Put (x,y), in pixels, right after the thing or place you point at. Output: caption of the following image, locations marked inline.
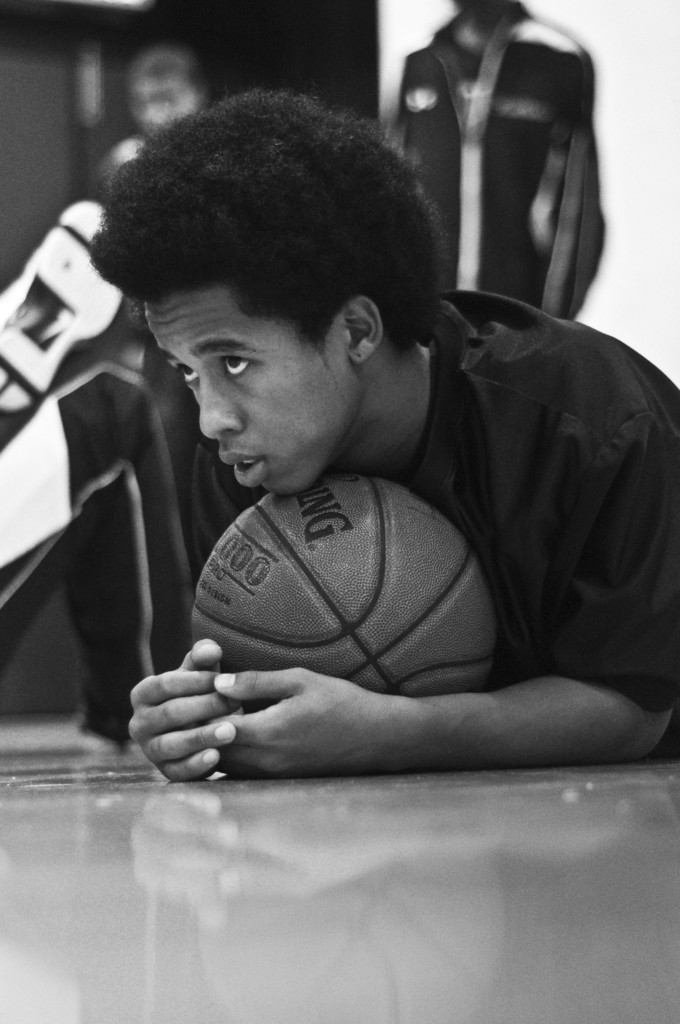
In this image, we can see a person (434,312) on the floor (499,864) holding a ball (278,627). In the background (175,633), image is blurred.
